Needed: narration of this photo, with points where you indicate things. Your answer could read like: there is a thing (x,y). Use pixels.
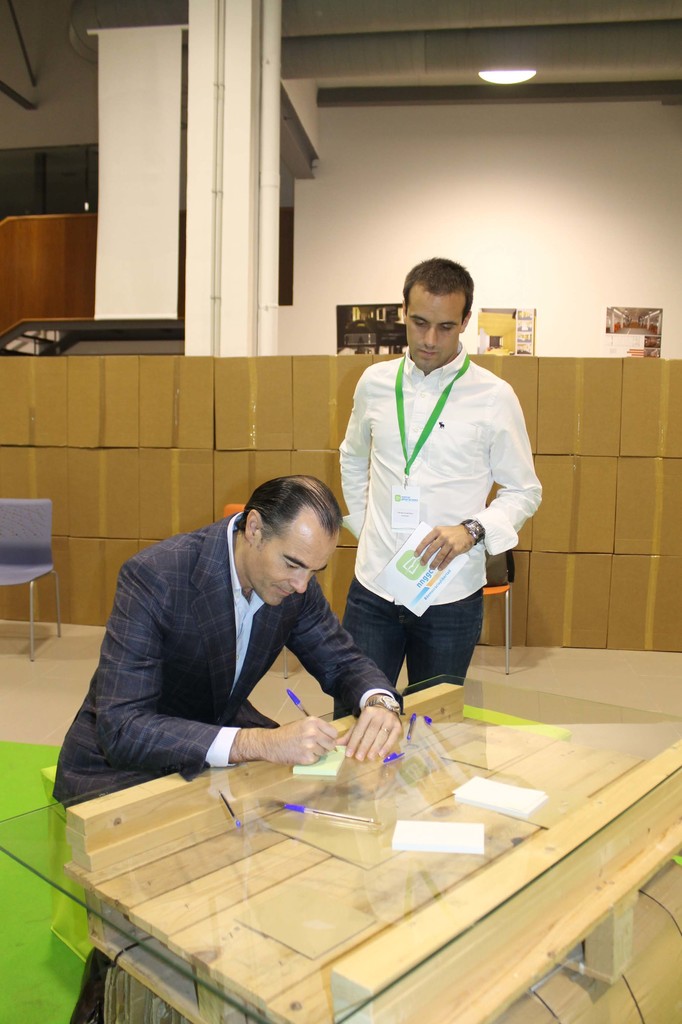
This is a picture in a room (441,709), There are two persons (297,597) in a room (337,523) one in white shirt (437,517) and the other is in a coat (165,648). The man (165,648) sitting on a seat (50,785) and written on a paper (330,763) with a pen (302,711). This is a table (444,784) on the table (358,823) there is a pen (321,810) and paper (480,804). Background of the two man (297,572) is a cardboard boxes (206,447) and a white wall (510,206).
